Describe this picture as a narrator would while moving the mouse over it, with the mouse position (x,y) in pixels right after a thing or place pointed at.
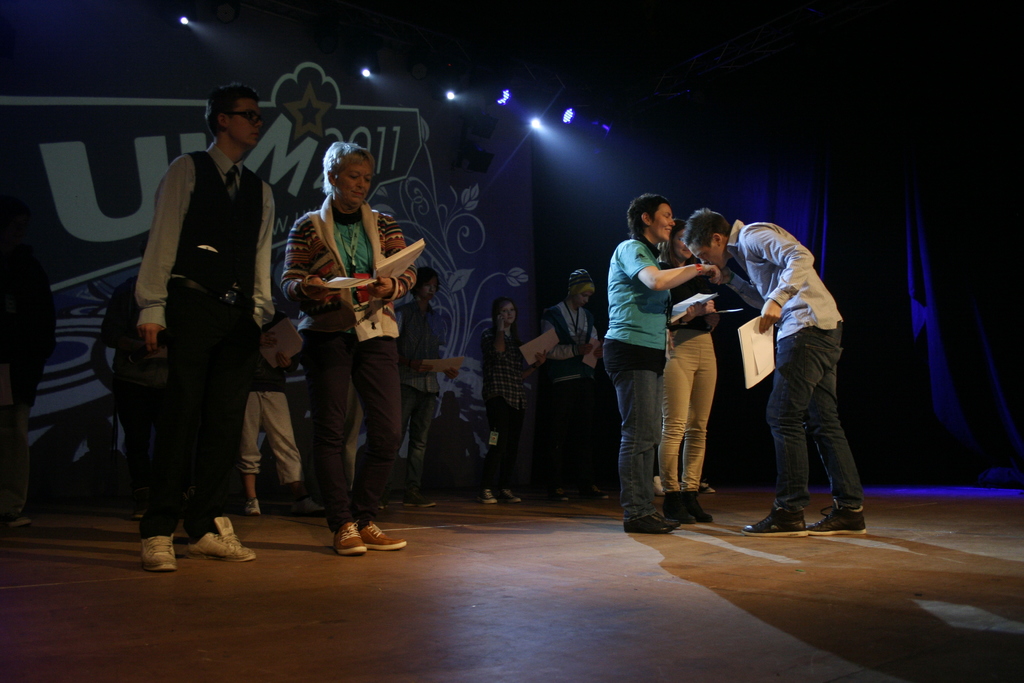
In this image few people (810,362) are standing on the floor (578,557). Left side (339,331) there is a person (340,366) standing on the floor (578,557). She is holding papers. Right side (793,345) there is a person (785,355). He is standing on the floor (913,559) and he is holding papers (754,372). Behind them there is a banner (490,196). Top of the image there are few lights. Right side (970,340) there is a curtain (985,327).
